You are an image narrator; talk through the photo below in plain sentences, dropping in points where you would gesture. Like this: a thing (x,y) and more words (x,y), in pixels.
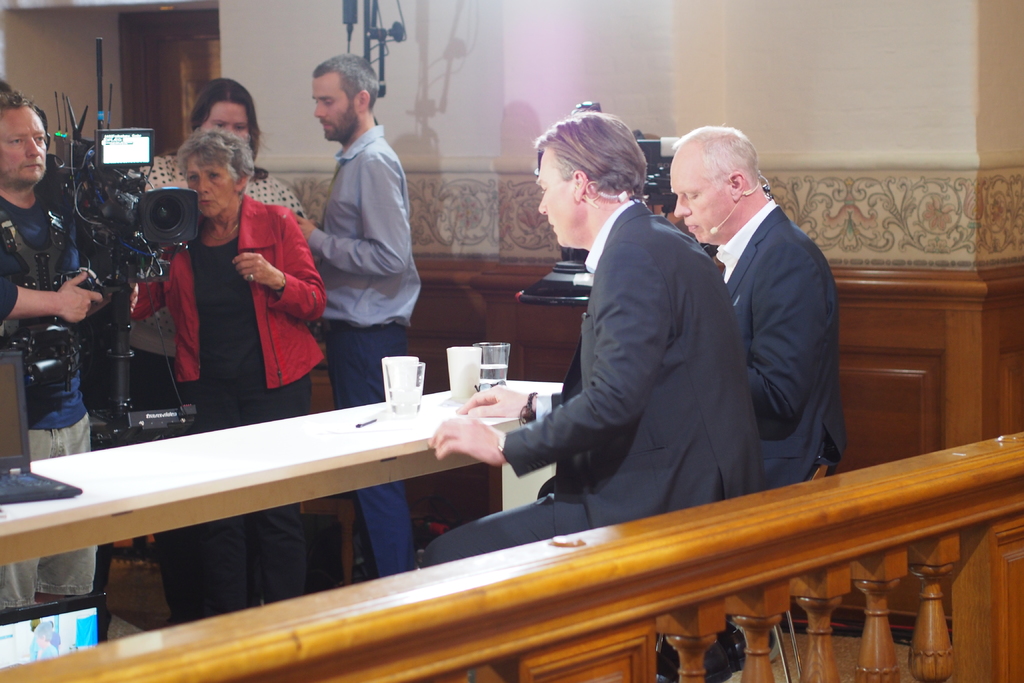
In the foreground of this image (769,591), on the bottom (821,591), there is a wooden railing (869,549). In the middle (345,439), there are two men (766,360) wearing suits (736,401) and sitting on the chairs (818,476) and there is a table (417,426) in front them on which there are glasses (497,354) and a laptop (40,490). On the left bottom (42,632), there is a screen (41,632) of a laptop (45,630). In the background (279,247), there are persons (240,279) standing, a camera (124,192), wall (518,54) and another camera (657,155) in the middle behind the persons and a stand (372,33).
